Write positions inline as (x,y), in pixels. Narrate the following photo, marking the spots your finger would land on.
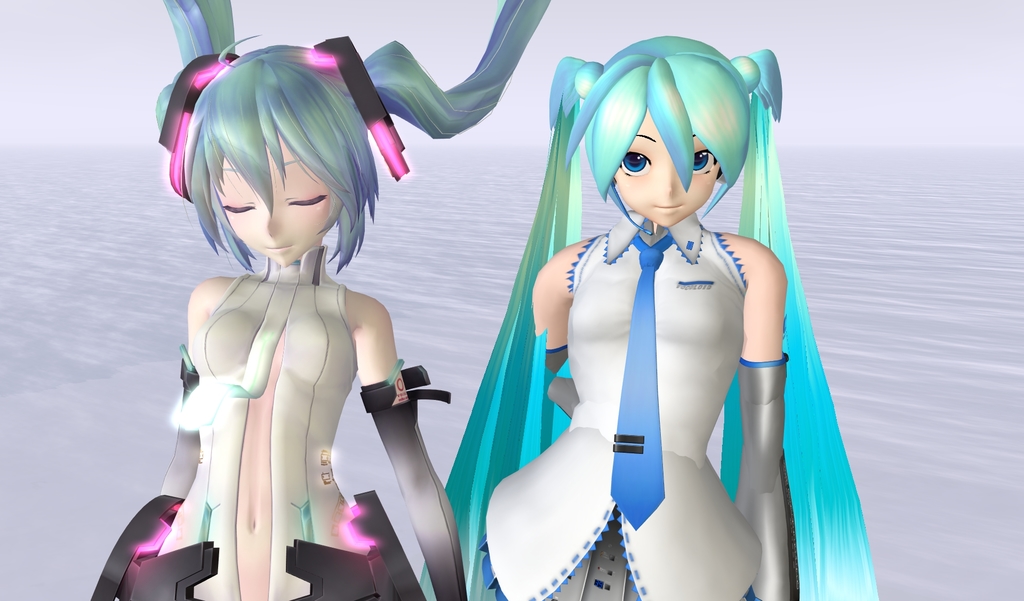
In the image there are two animated pictures (333,352) of girls (634,258) and behind the girls (613,180) there is a white surface (460,210).
